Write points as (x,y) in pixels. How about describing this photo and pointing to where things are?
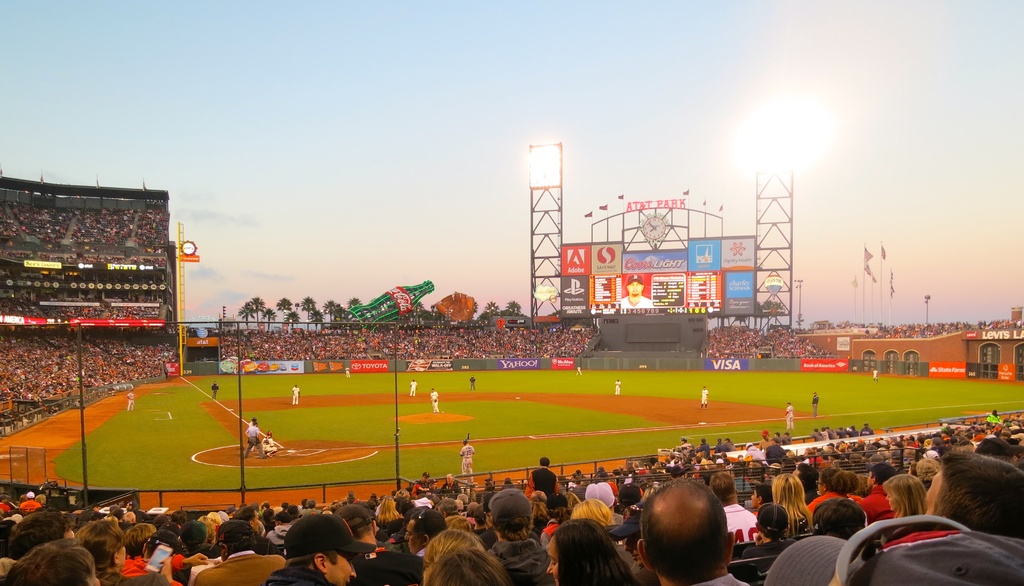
In this picture there is a stadium (459,474), in the stadium (563,431) there are baseball players (298,394) around the stadium (32,447) there is a fencing (29,464) and a gallery (835,464), in the gallery (735,354) people (792,543) are sitting, in the background (589,51) there is a cloudy sky (430,173).
